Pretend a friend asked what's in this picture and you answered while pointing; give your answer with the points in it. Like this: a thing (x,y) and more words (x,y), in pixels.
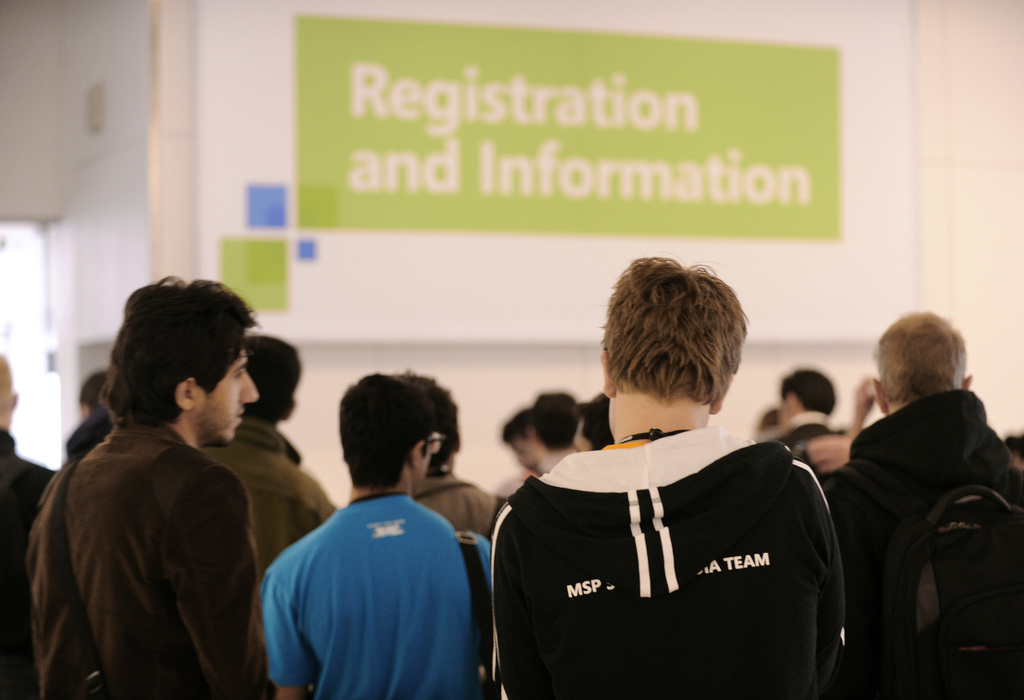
In this image I can see the group of people (681,572) with different color dresses (535,530). I can see these people (549,422) are standing. In the background (487,452) I can see the banner (451,289) to the wall (31,196).
